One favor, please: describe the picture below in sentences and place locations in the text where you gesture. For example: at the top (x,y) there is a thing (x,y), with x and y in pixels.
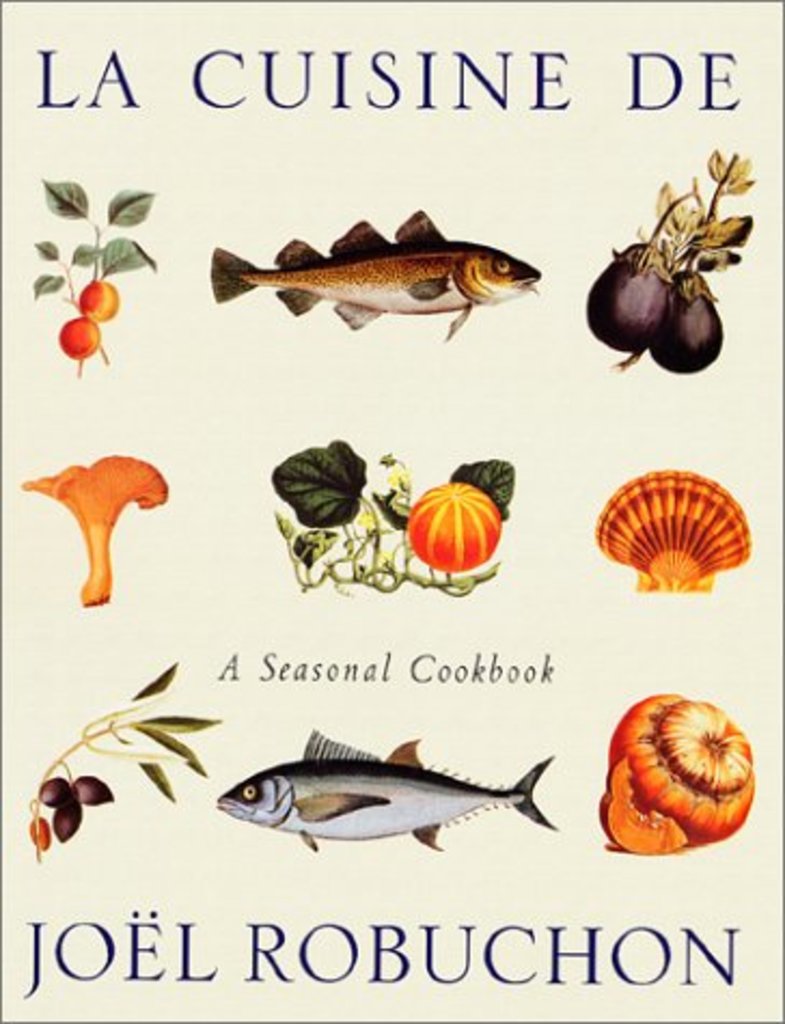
This picture might be taken on the paper (435,393). In this image, we can see pictures (385,263) fish (412,260), vegetables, mushroom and fruits (102,294). On the paper (582,41), we can also see some text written on it.
